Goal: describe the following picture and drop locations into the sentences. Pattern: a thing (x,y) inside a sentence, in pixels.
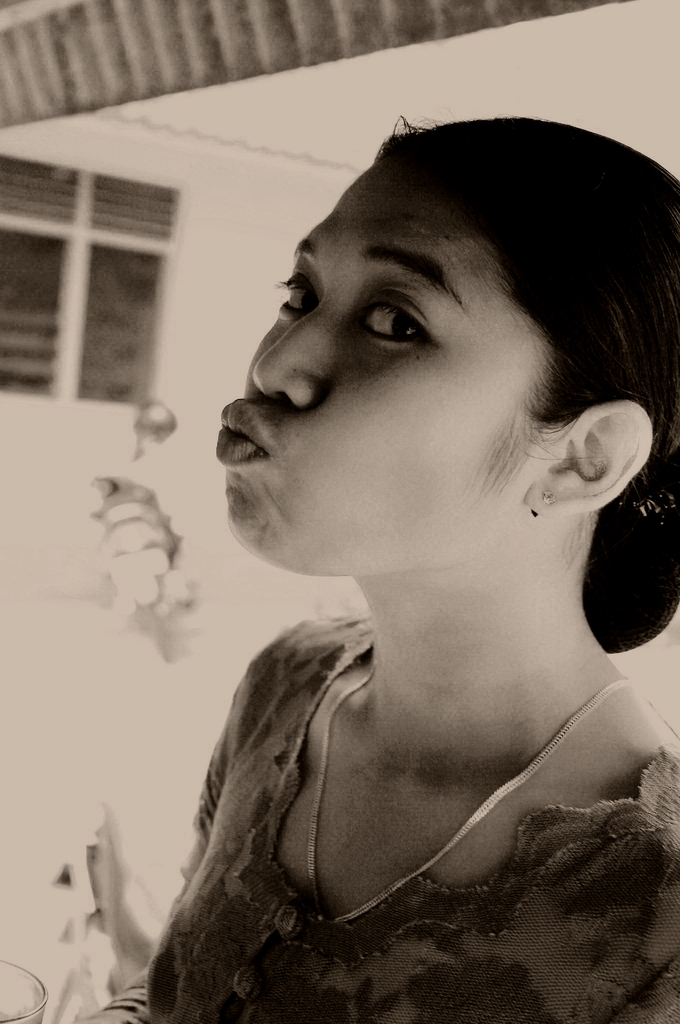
I see this is an edited image and I see a woman (527,761) over here and I see the windows (85,262) over here and it is white in the background (58,475).
